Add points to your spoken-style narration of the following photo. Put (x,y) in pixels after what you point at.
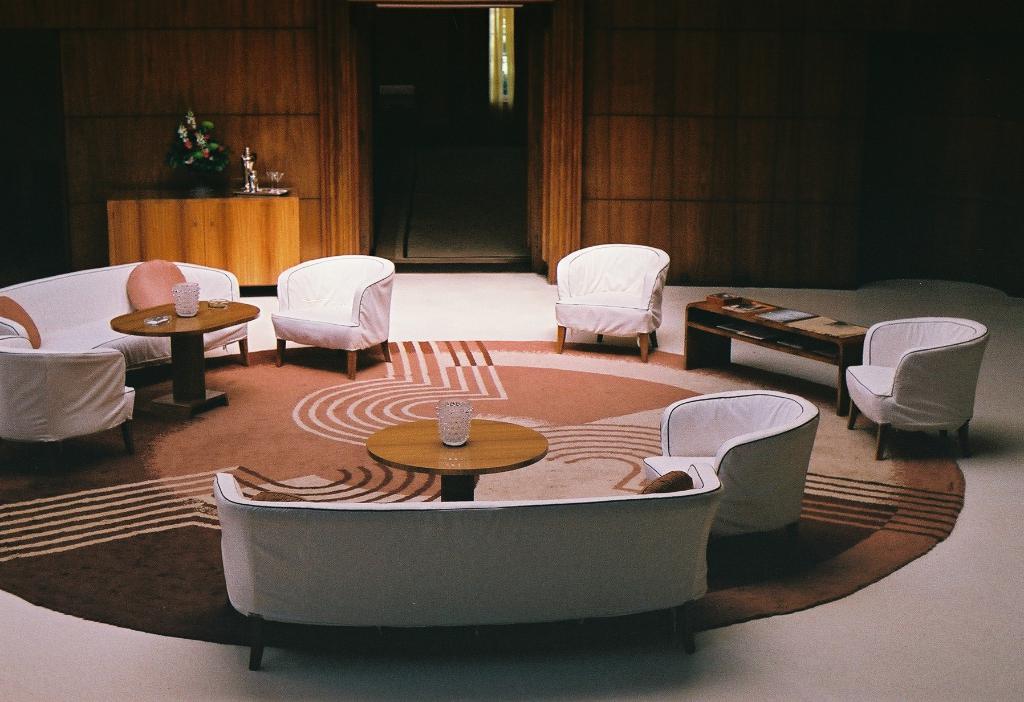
In this image, we can see white color sofas (57,305) and white color chairs (961,355). There are so many tables (441,443). Few items (834,321) are placed on the table (202,318). And there is a floor mat (172,588) and floor (845,658). At the background (864,193), we can see a wooden wall (671,83). Here there is a wooden cupboard (233,227). few items (200,170) are placed on it. Here there is an another mat (486,228). Here we can see window (501,59).
